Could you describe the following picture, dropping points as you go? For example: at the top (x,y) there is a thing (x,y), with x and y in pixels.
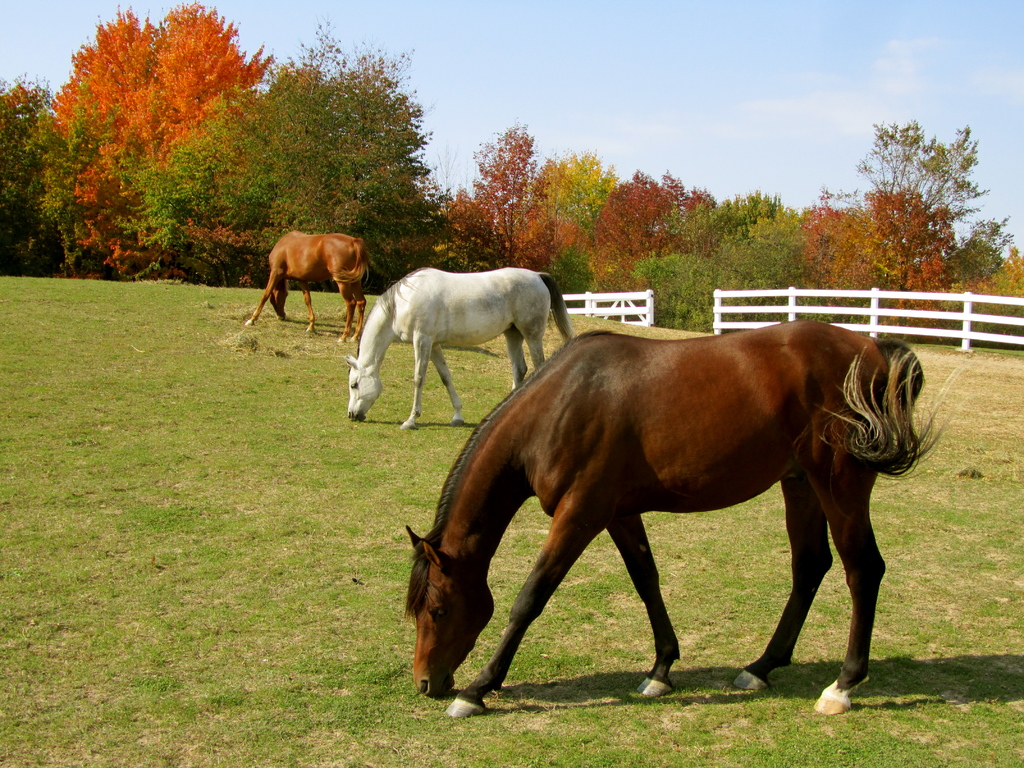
In the image we can see there are three horses (540,454), eating grass (389,498). We can see grass (80,611), wooden fence (984,317), trees (277,166) and the sky (455,135).
